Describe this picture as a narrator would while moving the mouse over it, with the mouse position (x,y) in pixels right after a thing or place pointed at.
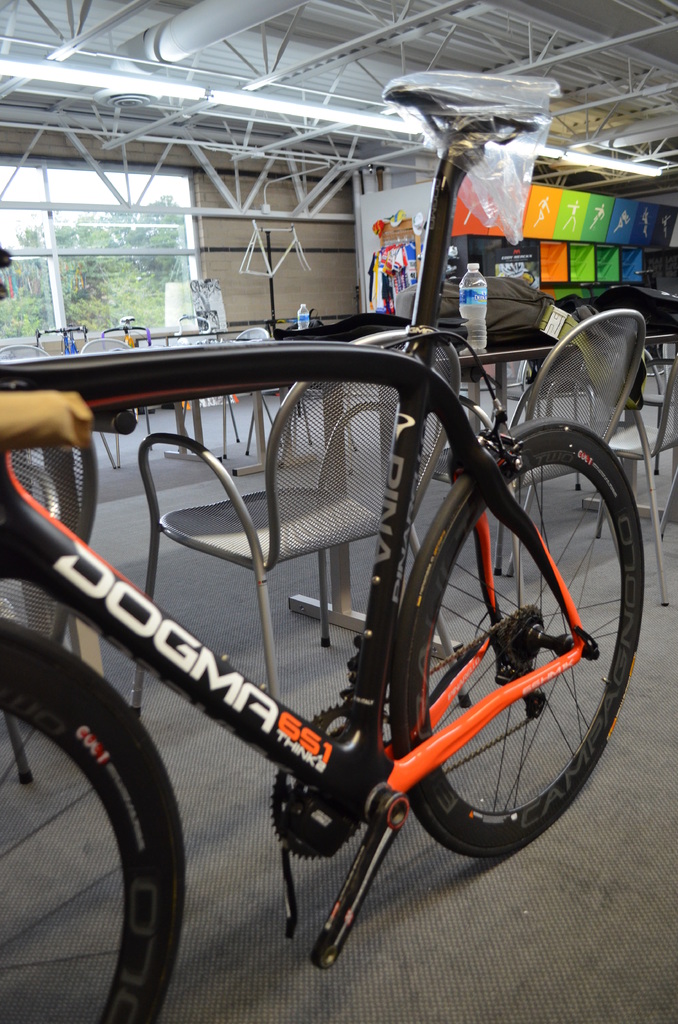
In this picture there is a bicycle (87,393) in the center of the image (325,403) and there is a rack (514,261), table (335,345), and chairs (305,441) in the background area of the image (254,507), there are windows (181,225) in the image and there are trees (95,286) outside the window (59,200), there is a roof (457,2) at the top side of the image (458,25).
